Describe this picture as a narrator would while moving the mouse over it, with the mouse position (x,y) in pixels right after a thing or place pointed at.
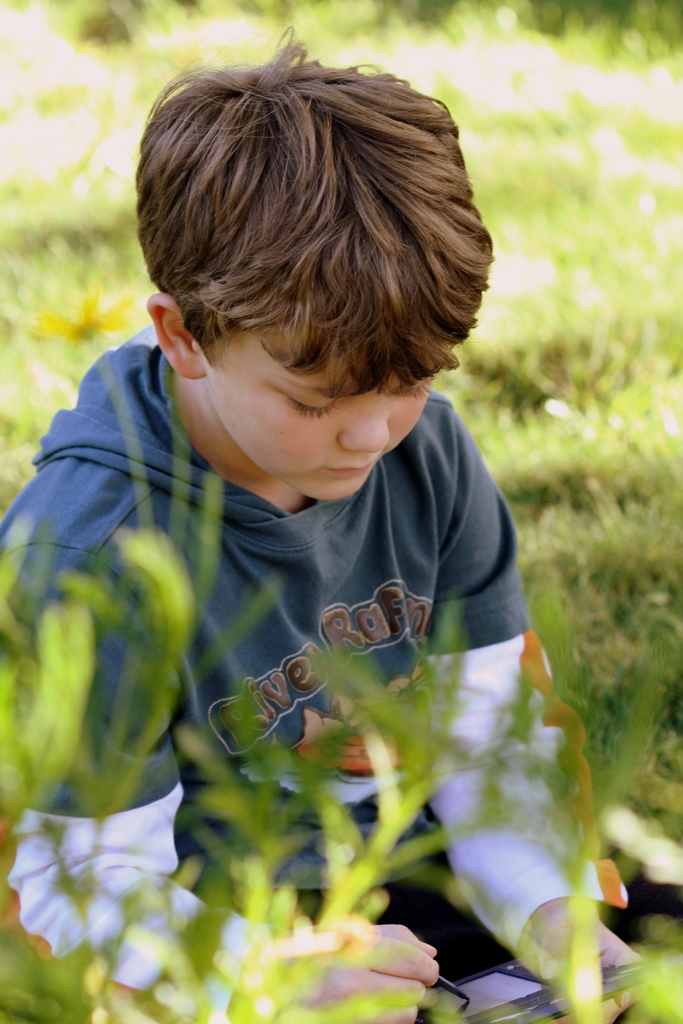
In this image there is a kid (340,513) holding a stylus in his hand (434,968) is writing something on an electronic gadget (477,987), in front of the image there are leaves (174,689), behind the kid (443,278) there is grass (619,602) on the surface (546,379).
